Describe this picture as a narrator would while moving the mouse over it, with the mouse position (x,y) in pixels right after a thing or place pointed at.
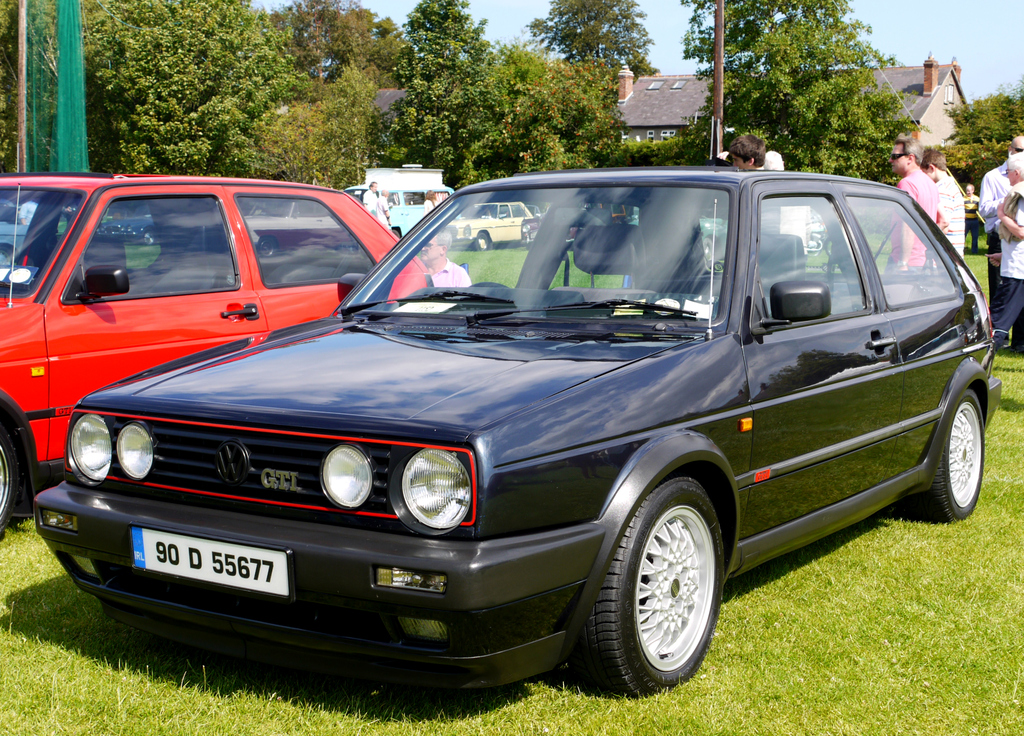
In the middle of this image (562,452), there are vehicles (827,451) in different colors and persons (1020,252) on the ground (270,722), on which there is grass (1004,551). In the background (1000,122), there are trees (480,64), a building (905,74) and there is sky (657,16).
